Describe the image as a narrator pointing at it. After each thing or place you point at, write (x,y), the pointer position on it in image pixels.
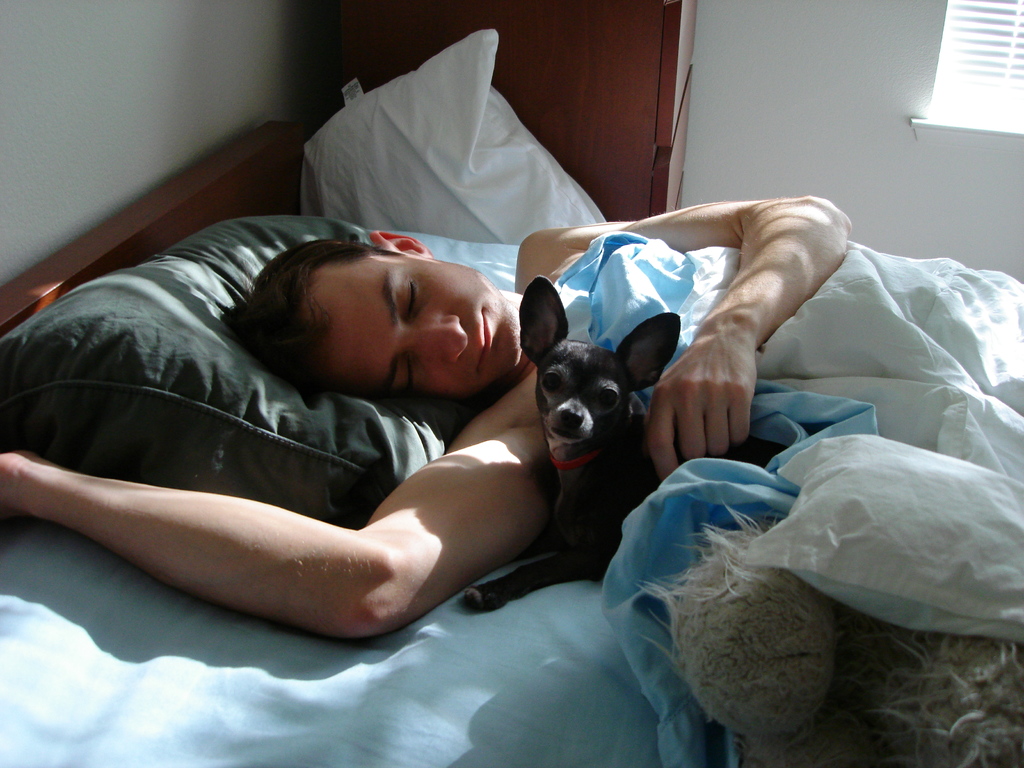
In this image I can see the person (461,525) lying on the bed (334,695). To the side of the person (519,497) I can see the dog (580,491) which is in black color. I can also see the toy (723,626) and many pillows (278,438) on the bed (570,641). In the background (572,163) I can see the brown color object (579,113) and the window blind (955,57).
